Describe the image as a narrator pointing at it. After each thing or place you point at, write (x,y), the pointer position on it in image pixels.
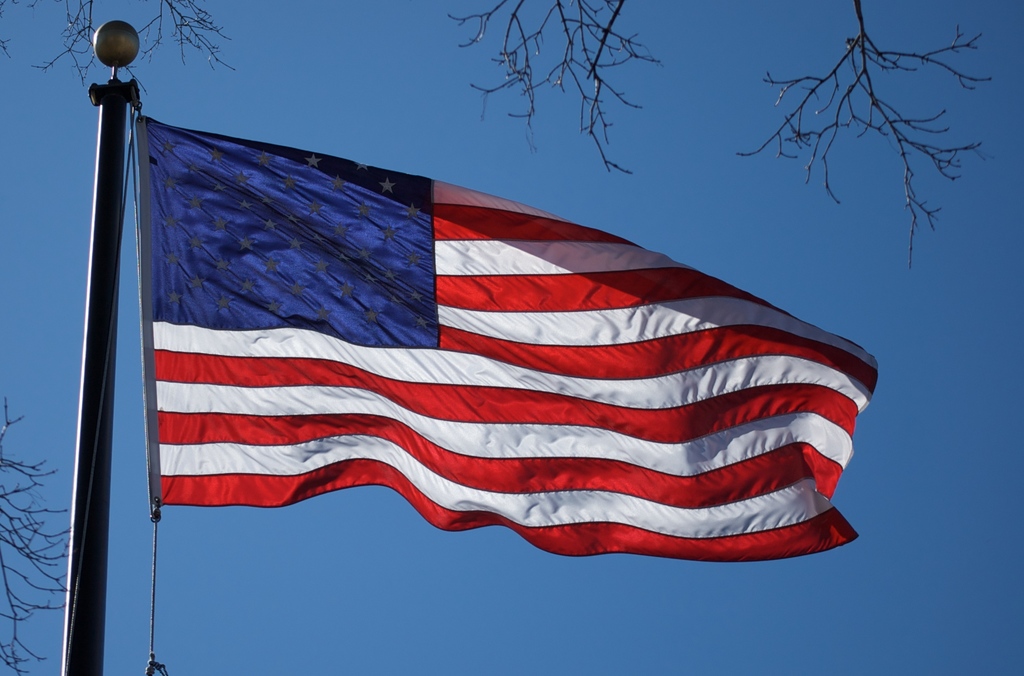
In this image I can see a flag (682,296) which is in blue, white and red color and the flag (481,289) is attached to the pole (110,131). Background (755,5) I can see few dried trees (588,54) and the sky (416,110) is in blue color.
